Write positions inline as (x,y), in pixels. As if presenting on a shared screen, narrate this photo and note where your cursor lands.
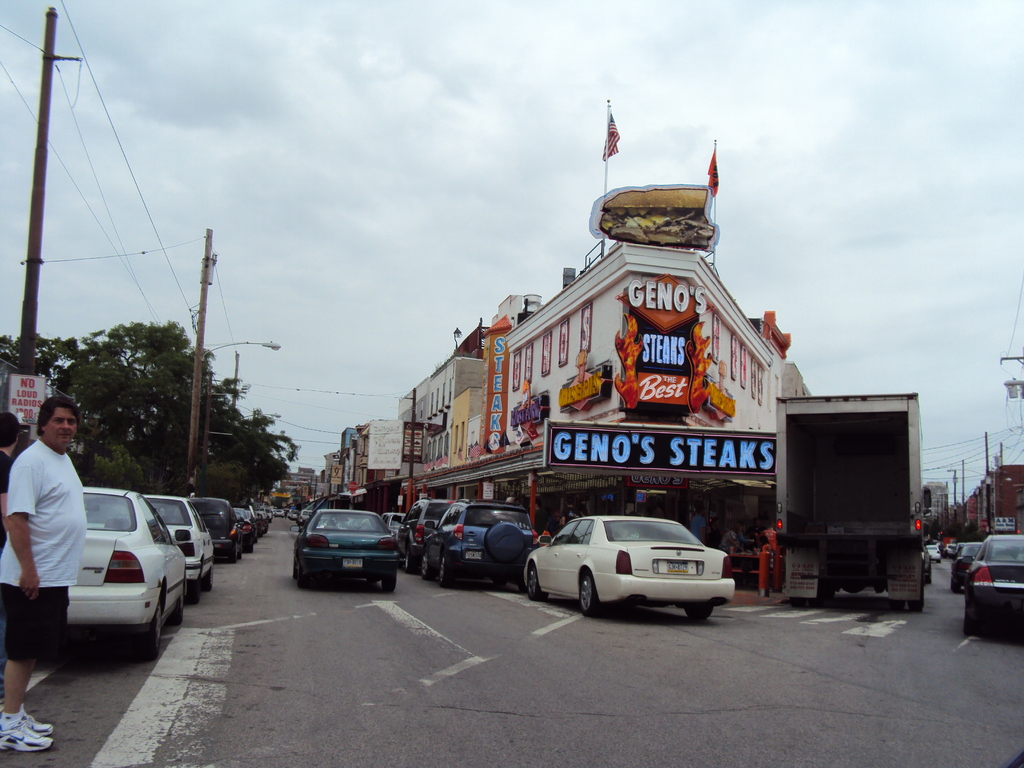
In the image we can see there are vehicles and buildings (390,498). We can even see trees (172,426), light poles (204,455), electric poles (408,490) and electric wires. Here we can see people (30,522) standing, wearing clothes (37,610) and one person (27,677) is wearing shoes (15,726). Here we can see the flag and the cloudy sky (316,182).
